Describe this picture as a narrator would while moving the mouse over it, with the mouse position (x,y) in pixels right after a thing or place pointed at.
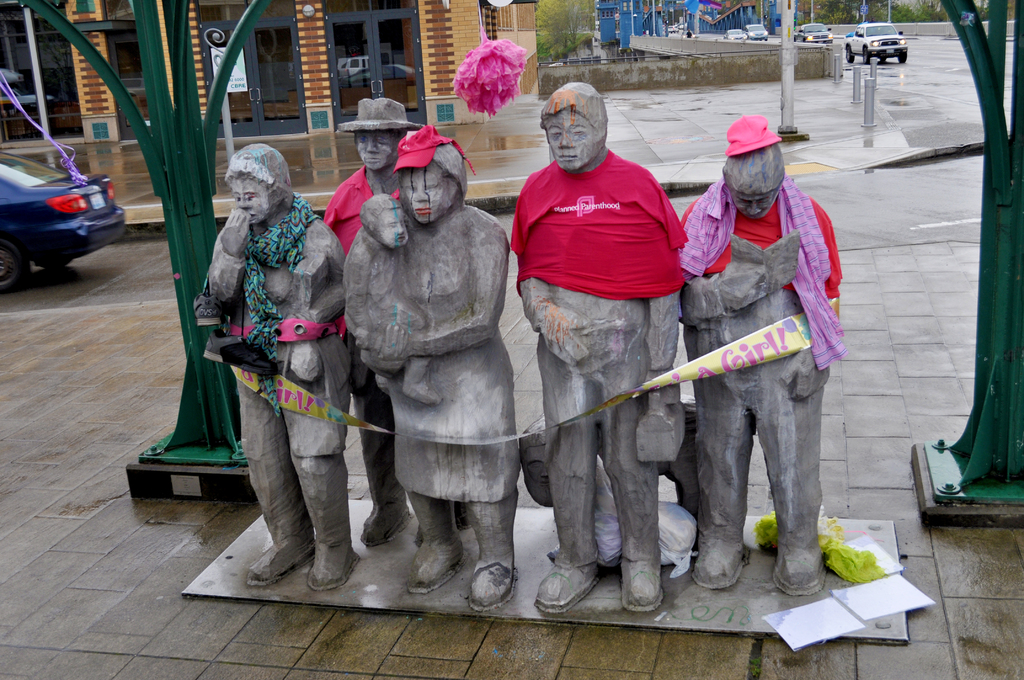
In this image I can see five statues (415,286) of persons (376,192) standing and I can see few clothes (342,240) on the statues (660,424). I can see few green colored metal poles (191,414), the road (923,190), few vehicles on the road (909,178), the sidewalk (492,160), few grey colored poles (786,104), few trees (564,35) and a building (420,42).
